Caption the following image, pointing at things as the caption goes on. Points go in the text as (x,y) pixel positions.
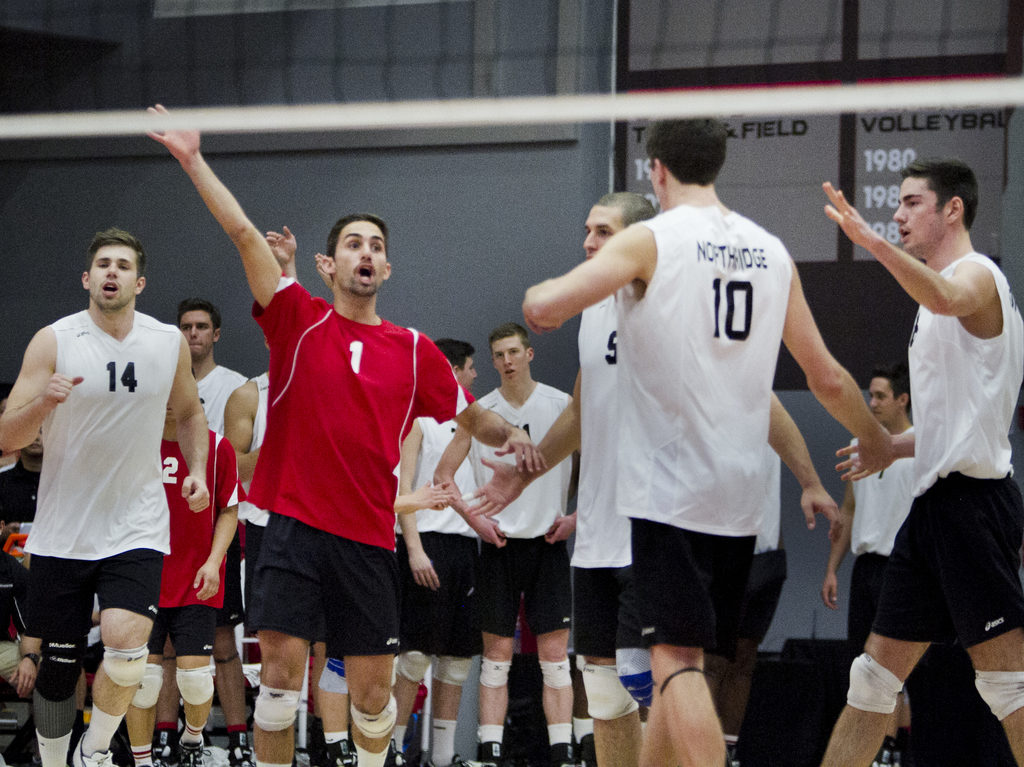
In this picture we can see many players (646,739) standing and talking to each other.
